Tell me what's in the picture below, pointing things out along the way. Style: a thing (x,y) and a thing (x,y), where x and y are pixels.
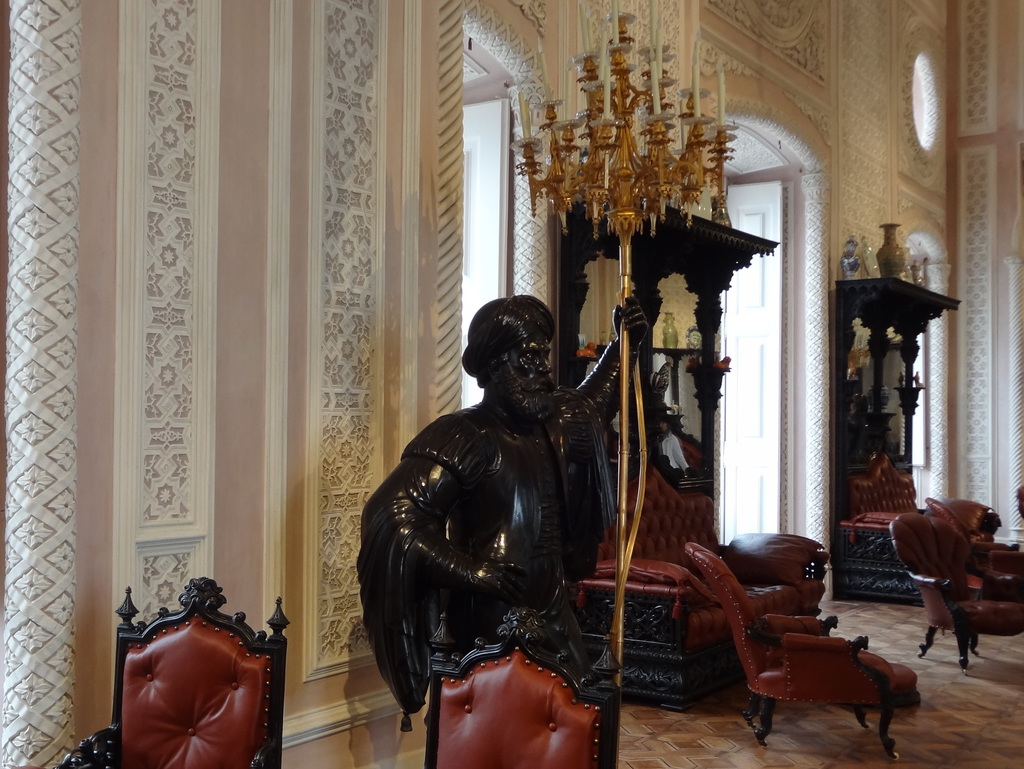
In the center (460,486) we can see the statue (510,501) and in the bottom (270,656) we can see the chairs (481,693). And coming to the background (811,253) we can see the building (811,253) and some few objects (839,537).
